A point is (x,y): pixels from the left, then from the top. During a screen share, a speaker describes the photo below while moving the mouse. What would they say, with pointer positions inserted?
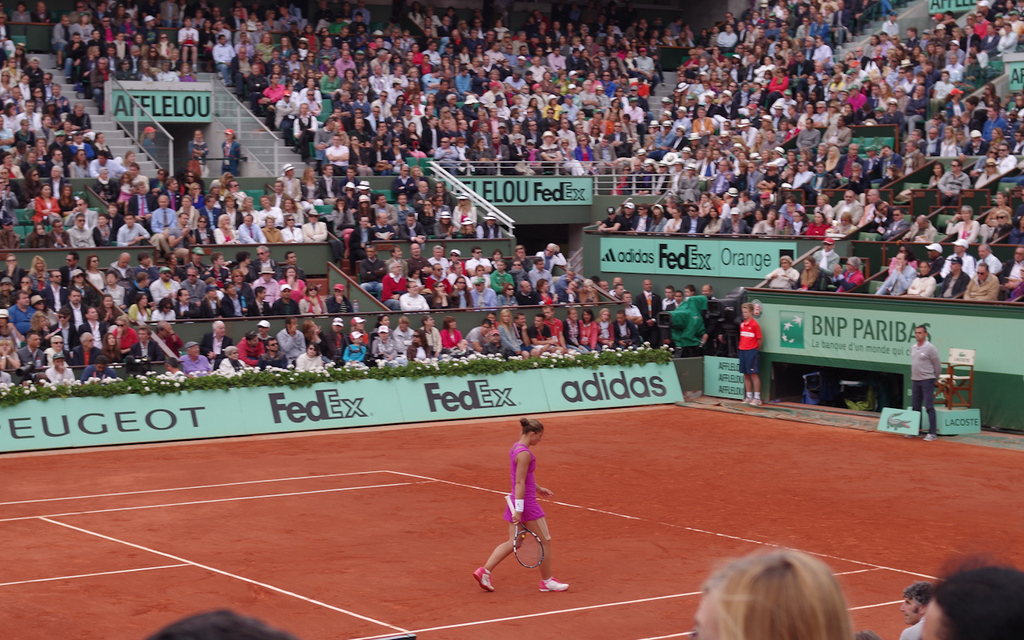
This image is taken in a stadium (391,422). In the center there is a woman (530,500) walking holding a racket (521,549) in her hand (514,512). In the background (463,233) there are persons (469,200) sitting and standing and there are banners (431,401) with some text (830,339) written on it.
